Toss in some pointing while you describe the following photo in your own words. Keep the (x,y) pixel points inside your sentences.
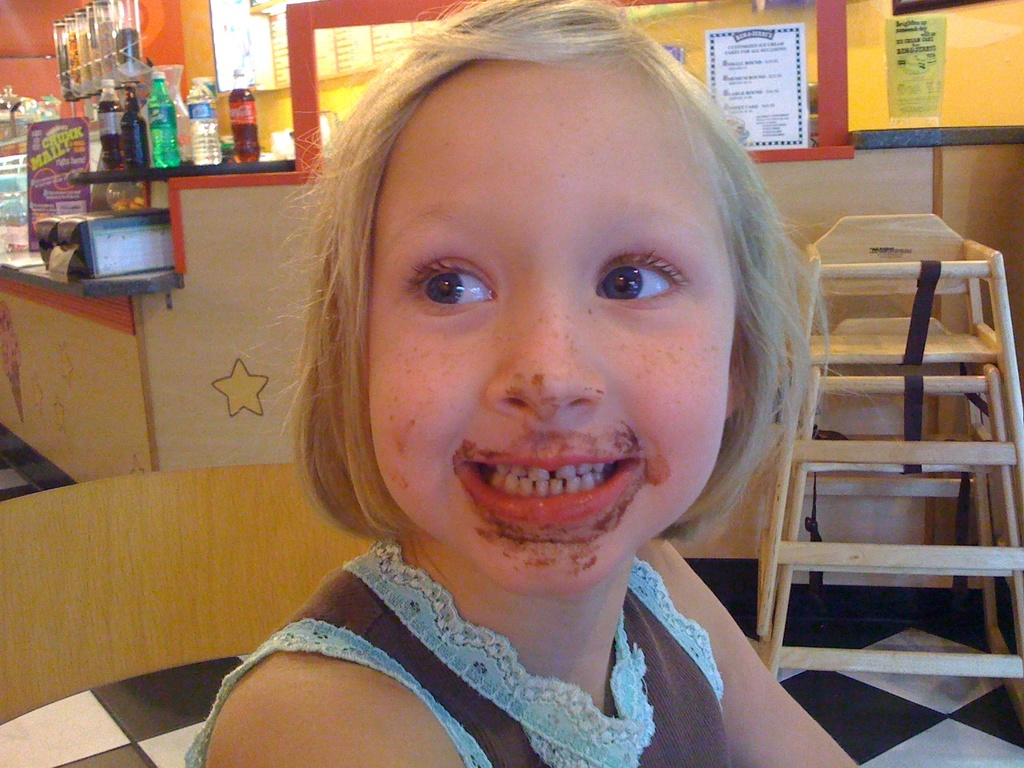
There is a girl (388,539) sitting on chair (227,543) and smiling. In the background (148,231) we can see chair (844,352) and we can see bottles (155,141) and objects (131,241) on tables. We can see wall (212,61), posters (935,36) on glass (758,13) and objects (76,45) in shelf (10,158).
